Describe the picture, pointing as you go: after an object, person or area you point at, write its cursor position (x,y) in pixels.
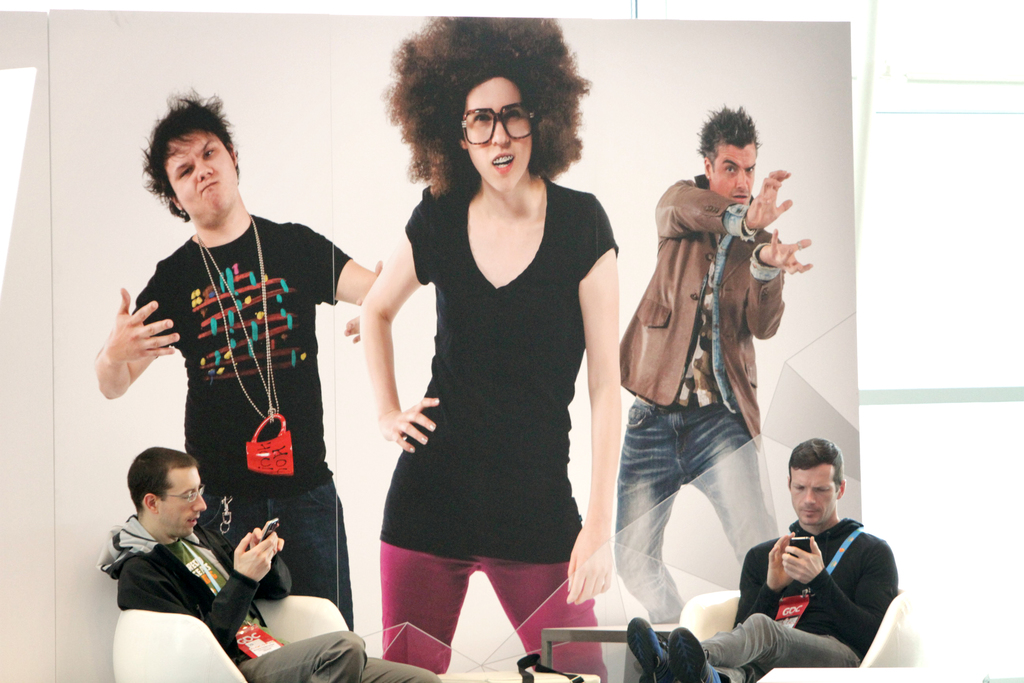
In this image there are two men (679,641) sitting on chairs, in the background (220,276) there is a wall (580,282), on that wall (600,287) there are posters (513,272) of three people (323,286).
